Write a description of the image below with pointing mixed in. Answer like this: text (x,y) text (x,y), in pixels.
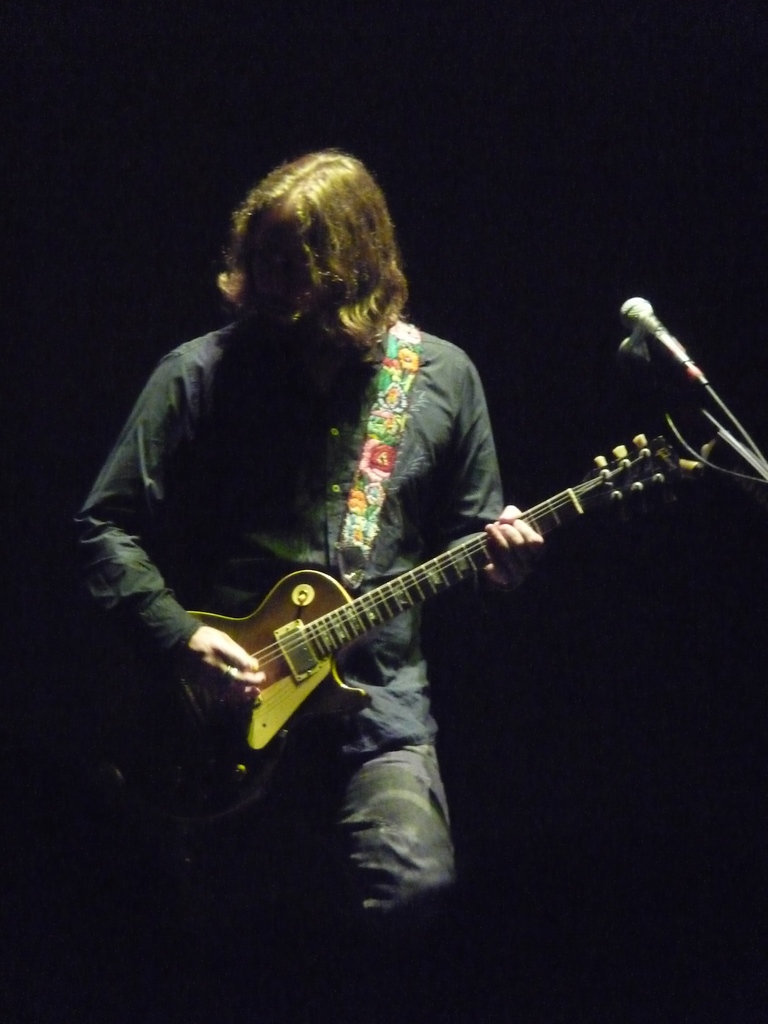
In this image i can see a person (350,559) playing guitar (281,701), there is a microphone (696,372) in front of him.
